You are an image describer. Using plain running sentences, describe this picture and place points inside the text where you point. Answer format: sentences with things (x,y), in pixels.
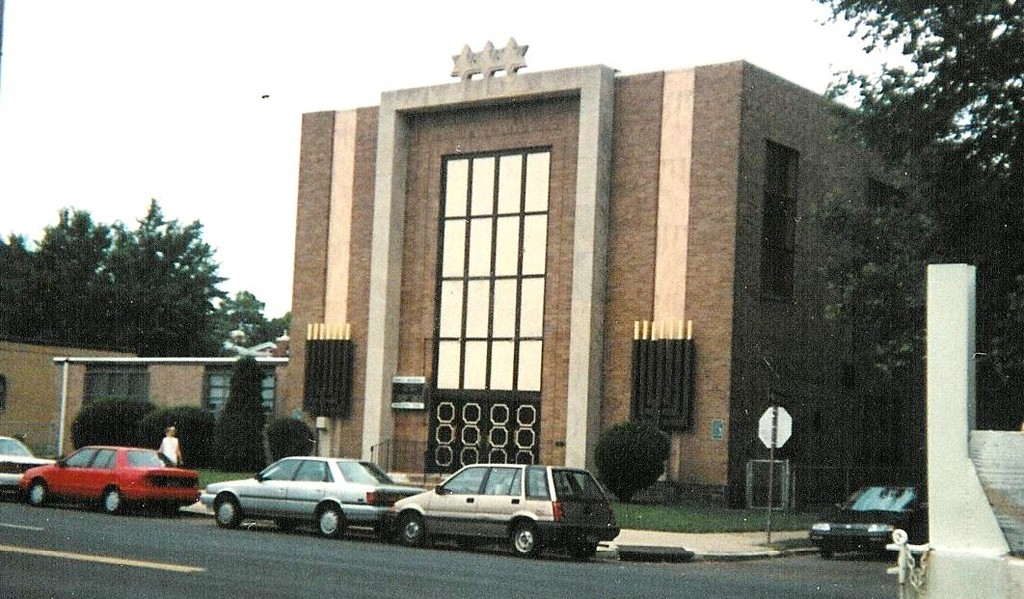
In the picture we can see a building (444,390) in the middle of the building (715,95) we can see a part of glass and near to it we can see some bushes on the grass surface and near to it we can see a path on it we can see a pole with board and beside it we can see some cars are parked and beside the building (812,169) we can see some trees (909,127) and behind the building (792,171) we can see a sky (457,31).
